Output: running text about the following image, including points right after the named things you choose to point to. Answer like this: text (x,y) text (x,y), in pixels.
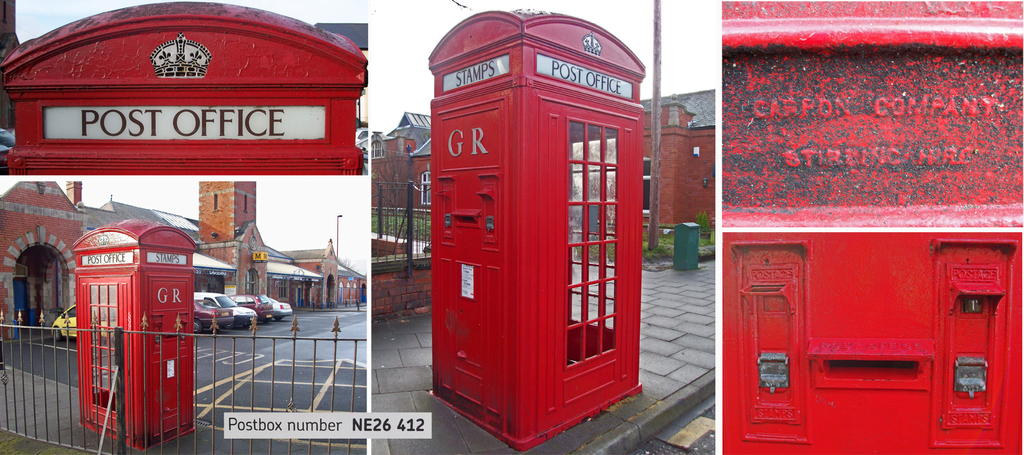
In this image we can see that there is a collage of five images. In the middle (523,200) there is a telephone booth (521,237). On the left side (160,295) bottom there is a booth (111,299) in the middle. In the background (228,308) there are cars (207,297) parked in front of the building (254,247). Beside the booth (130,302) there is a fence (97,363). On the left side (160,108) top there is some text (214,120) on the booth (172,84). On the right side (917,253) it looks like a telephone booths bottom half (840,317).
